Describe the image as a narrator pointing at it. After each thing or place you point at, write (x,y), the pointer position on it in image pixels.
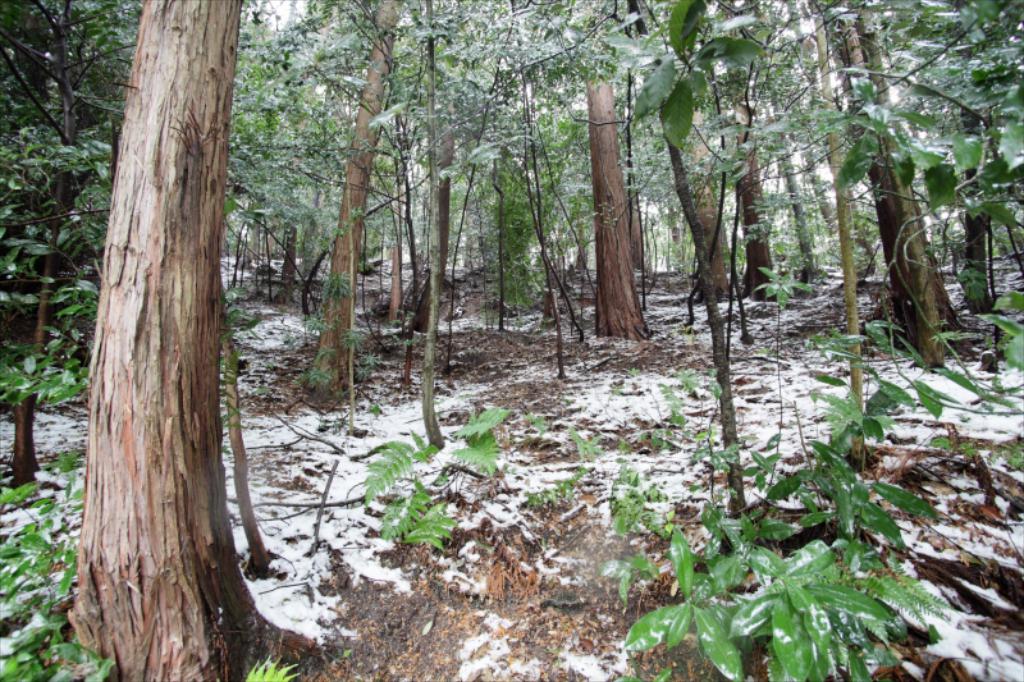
In this image there are trees (689,143). At the bottom (801,590) there are plants (761,602) and snow (425,463).
